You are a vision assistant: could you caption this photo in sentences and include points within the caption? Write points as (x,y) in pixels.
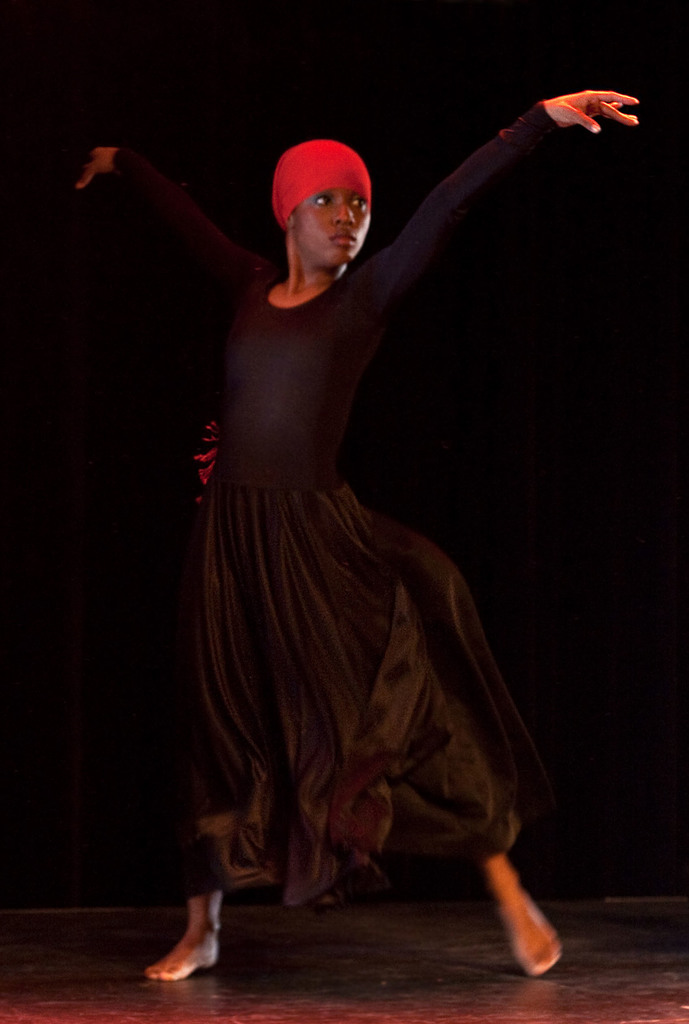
In this picture we can see a girl (287,605) is dancing, she wore a black color dress (457,694), there is a dark background (446,357).
